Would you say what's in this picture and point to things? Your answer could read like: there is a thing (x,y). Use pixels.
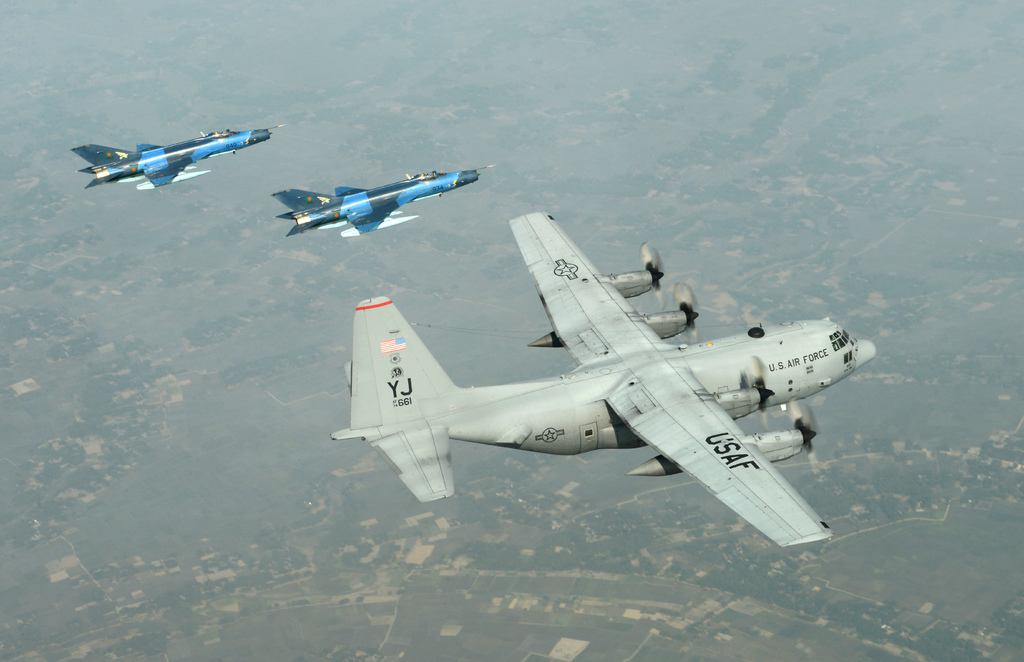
This image is taken outdoors. In the middle of the image (594,431) three airplanes (592,414) are flying in the sky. At the bottom of the image (780,572) there are many trees (586,565), plants (149,386), houses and buildings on the ground (915,163).
